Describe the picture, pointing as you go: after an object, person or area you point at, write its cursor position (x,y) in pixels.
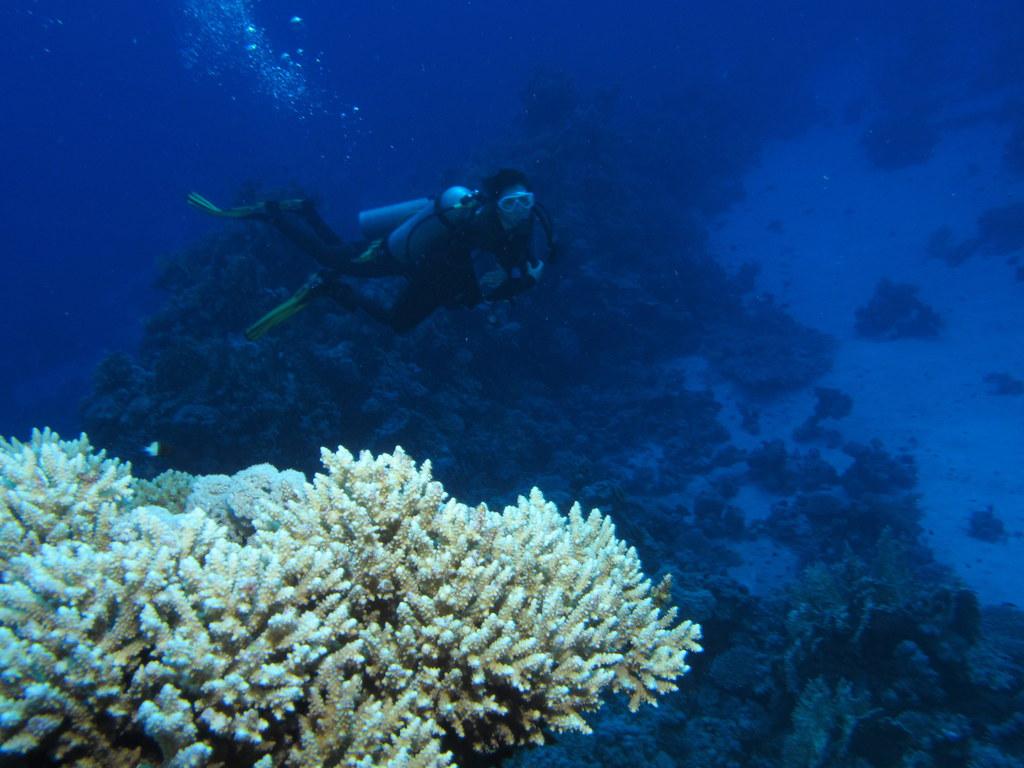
This image is clicked inside the water (152,249). In the front (369,260), we can see a person (392,253) swimming. At the bottom (465,660), there are plants (440,630). And we can see the water (411,74) in this image.
